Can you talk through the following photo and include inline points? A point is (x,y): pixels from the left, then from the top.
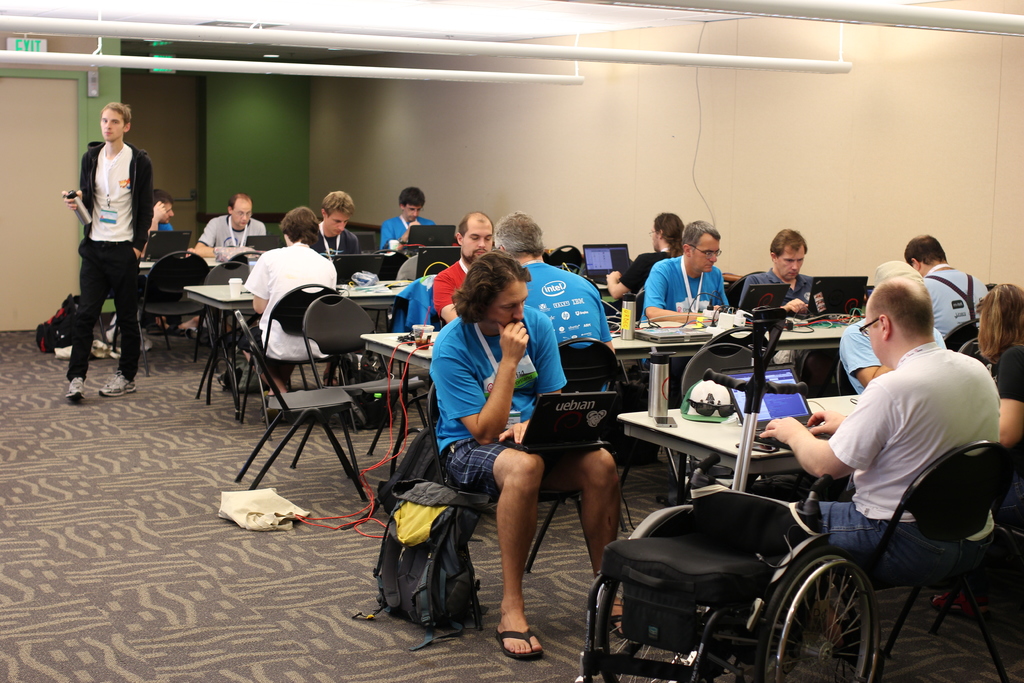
In this picture I can see a group of people (906,444) are sitting on the chairs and working with their laptops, on the left side (81,379) a man (108,120) is walking and I can see the door (61,180) and an exit board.
